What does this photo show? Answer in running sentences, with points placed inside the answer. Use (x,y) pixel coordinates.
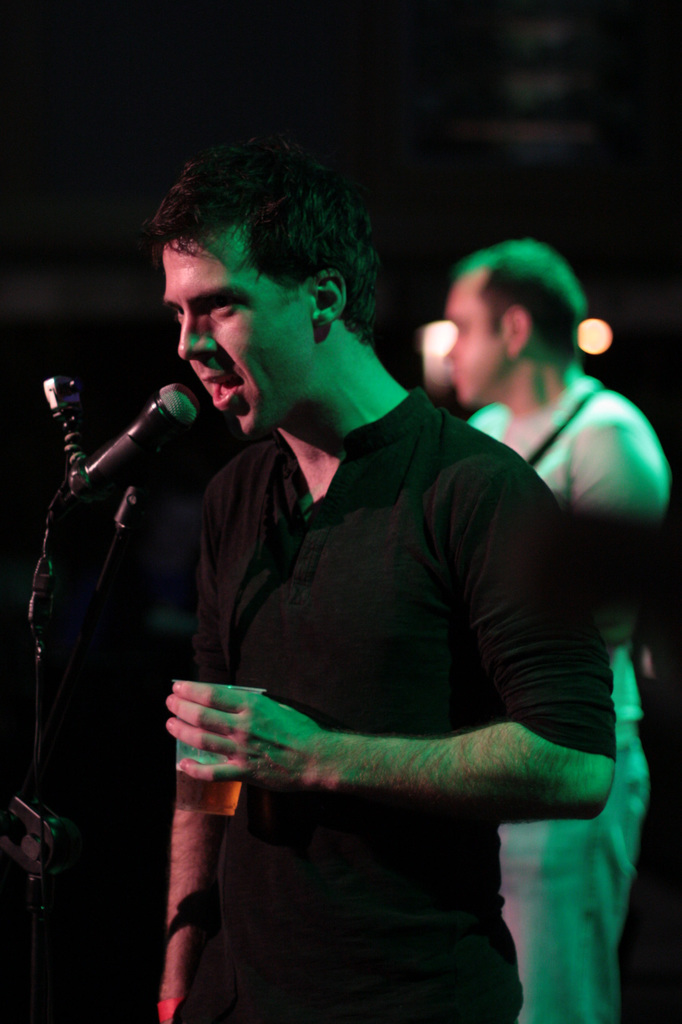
In this image there is a person (181,823) standing and holding a glass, a mike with a mike stand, and in the background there is another person (568,267) standing.
